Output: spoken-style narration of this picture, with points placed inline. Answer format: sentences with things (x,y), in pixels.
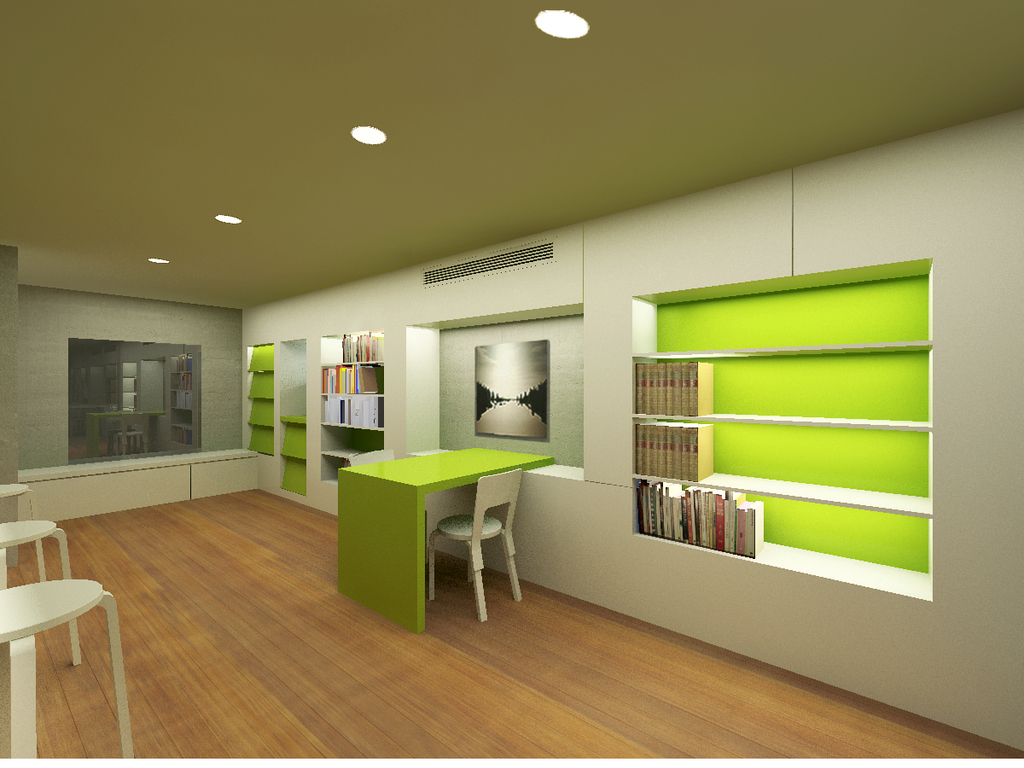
In this image, we can see a brown color floor (308,584), there is a table (424,497) and there is a white color chair (489,536), there are some books (644,396) kept in the shelves (760,445) and at the left side (40,610) there are some white color tables (17,673).
